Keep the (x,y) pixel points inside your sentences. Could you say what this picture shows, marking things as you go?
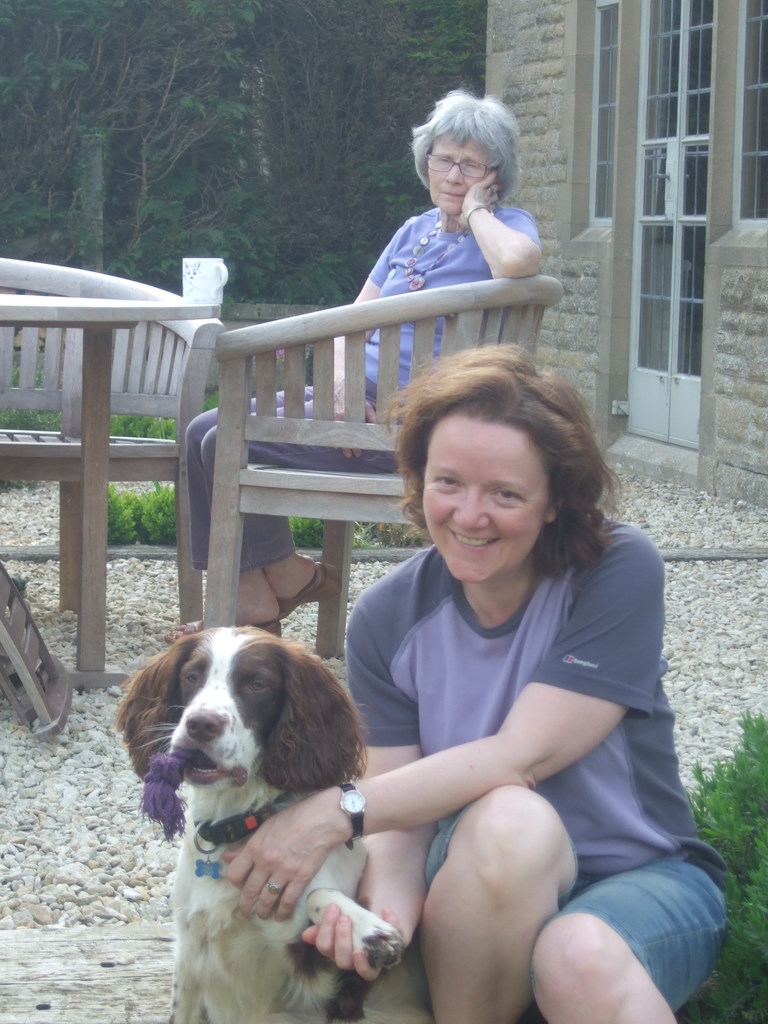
In this image there are two women (378,588) and one dog (228,794). The woman (371,389) is sitting on the chair (359,392). There is a table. At the back side (624,173) there is a building (605,175).
